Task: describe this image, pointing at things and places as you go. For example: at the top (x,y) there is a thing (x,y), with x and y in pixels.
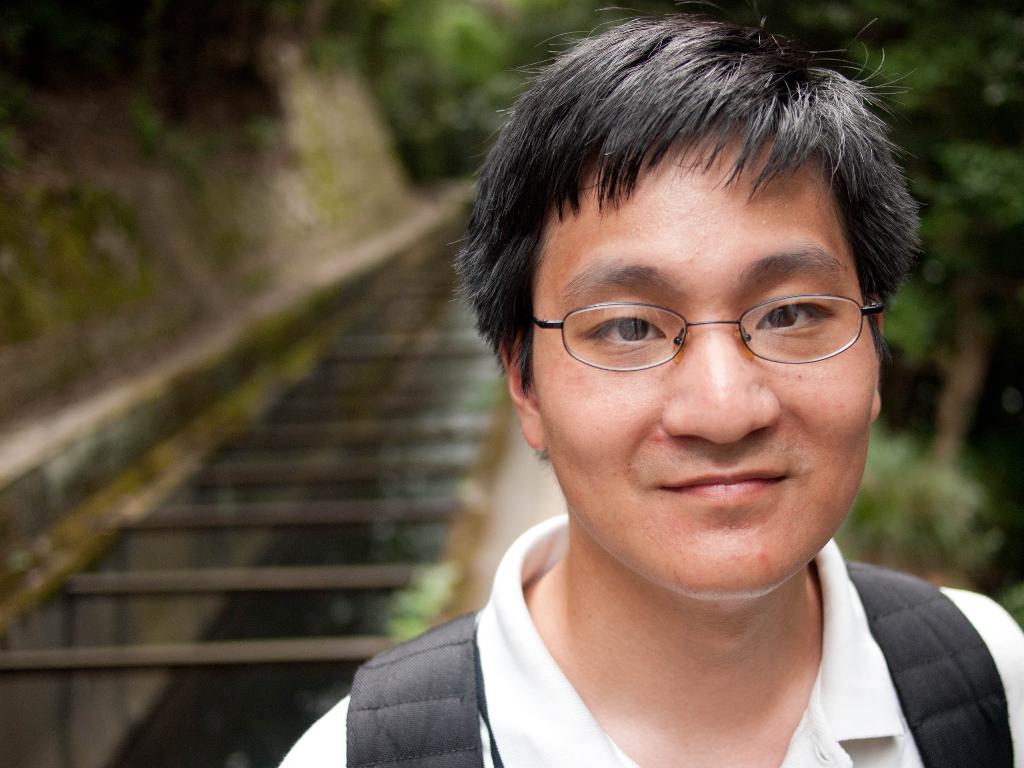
A man (820,356) is standing wearing a white t shirt (827,716) and black bag (924,637). The background (383,11) is green.
